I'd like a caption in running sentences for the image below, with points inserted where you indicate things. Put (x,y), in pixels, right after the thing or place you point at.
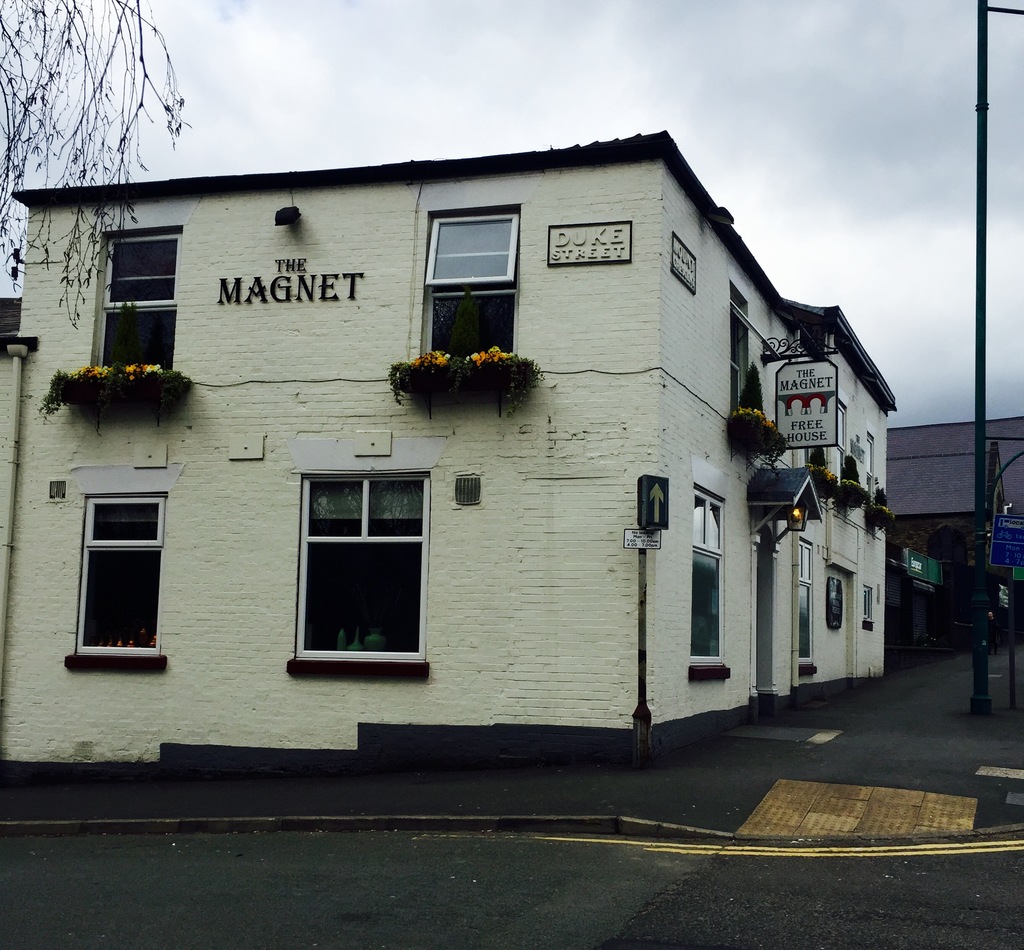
There is a road (507,903) at the bottom of this image (411,902). We can see buildings (708,543) and plants (93,399) in the middle of this image (478,434). There is a sky (508,148) in the background (778,130). We can see a pole (980,437) on the right side of this image (1009,465).
